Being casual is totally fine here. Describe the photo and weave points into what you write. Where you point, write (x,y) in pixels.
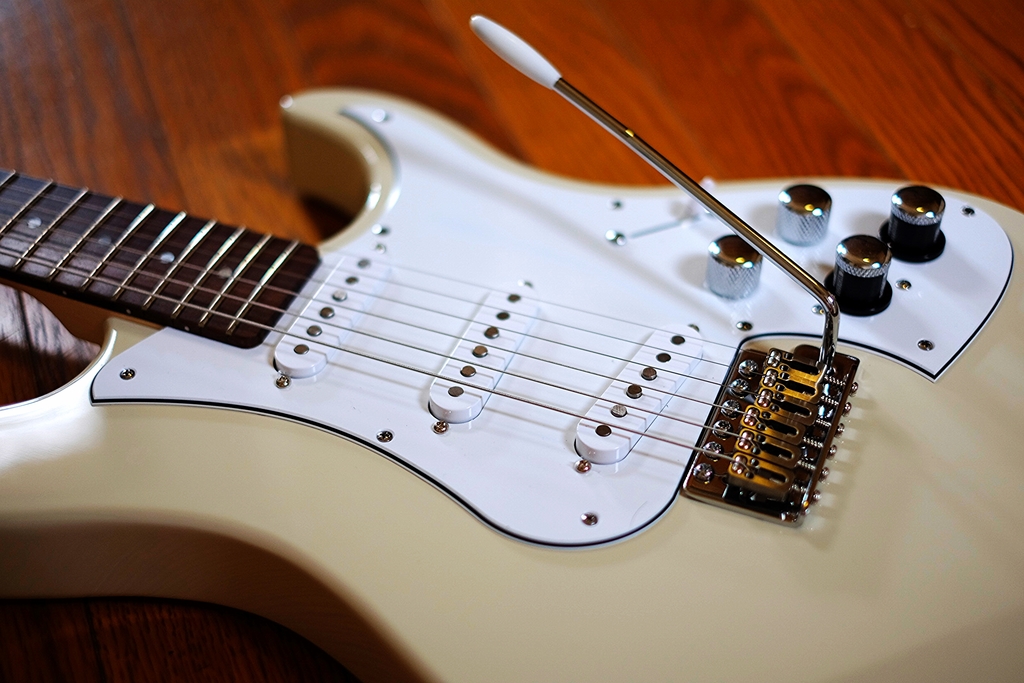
In the picture there is white colour guitar (553,489) placed on the table (521,118).
